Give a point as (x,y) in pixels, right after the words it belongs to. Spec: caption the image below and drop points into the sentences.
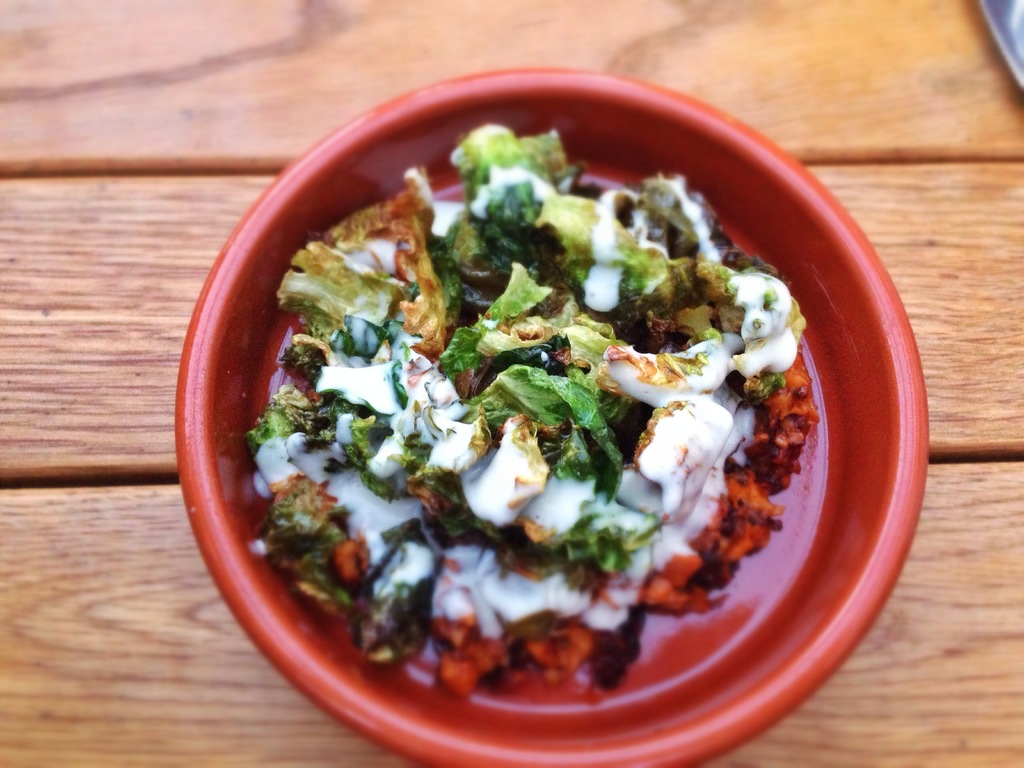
In this image we can see a food item (477,516) in a red color bowl (227,370) is on the wooden surface (801,138).
